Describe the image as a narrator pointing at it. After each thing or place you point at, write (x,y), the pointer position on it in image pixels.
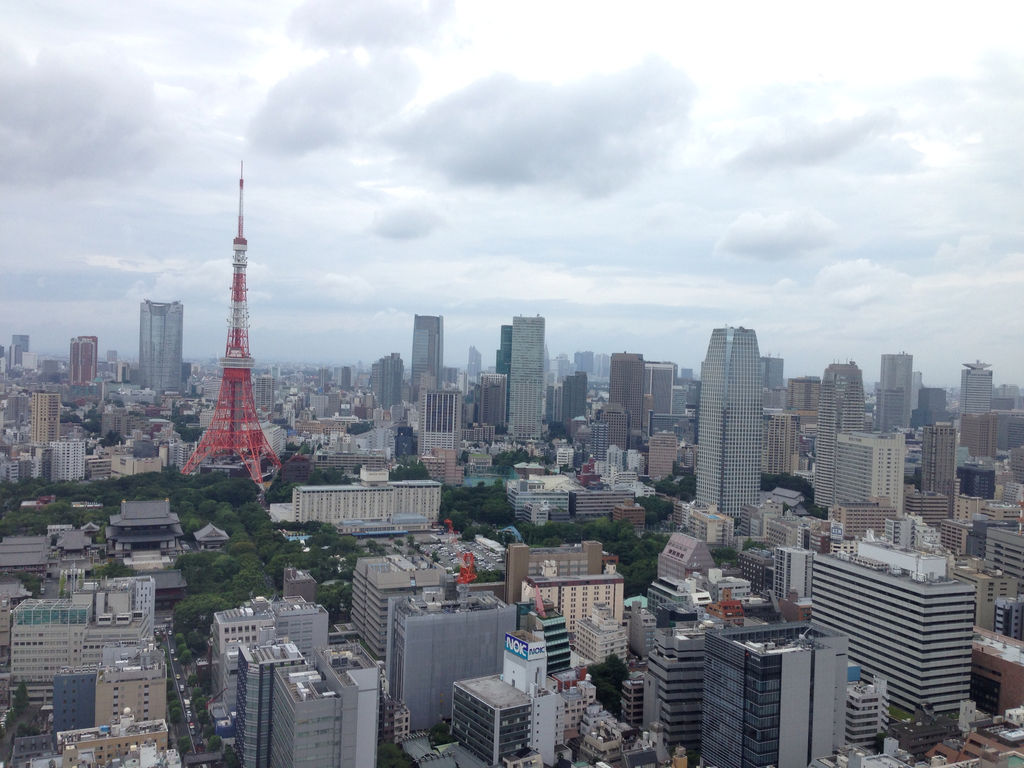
In this image there are buildings (489,371), trees (183,517), on the left (239,336) there is a tower (240,438) and there is the sky (733,184).
